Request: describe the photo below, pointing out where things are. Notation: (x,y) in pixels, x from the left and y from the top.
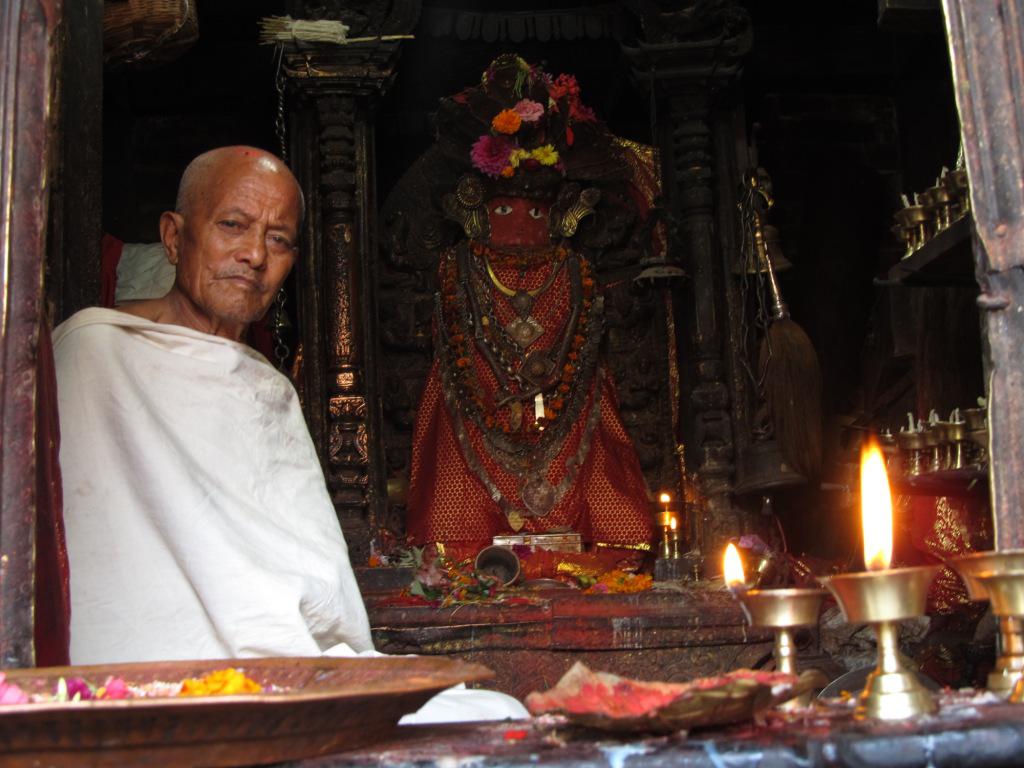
In this picture I can see a man (316,652) sitting. There is a statue (418,434). I can see flowers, samai oil lamps (800,604) and some other objects (313,734).
